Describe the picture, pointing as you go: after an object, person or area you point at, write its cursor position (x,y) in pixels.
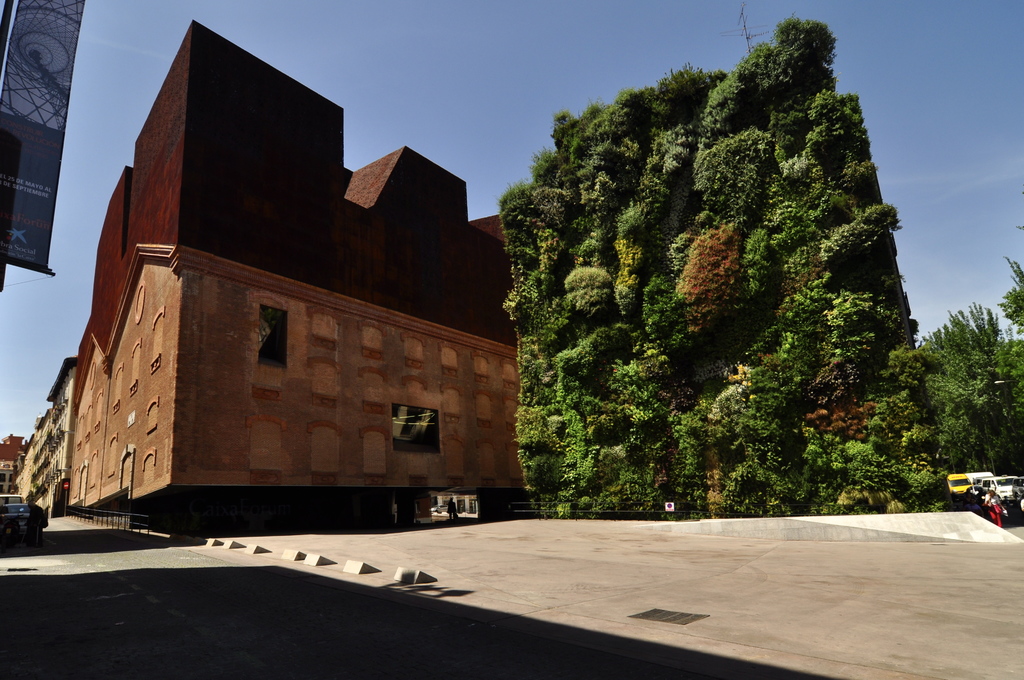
As we can see in the image there is a building (308,367), trees (978,464), vehicles (1000,483) and on the top (412,101) there is sky (372,26).
